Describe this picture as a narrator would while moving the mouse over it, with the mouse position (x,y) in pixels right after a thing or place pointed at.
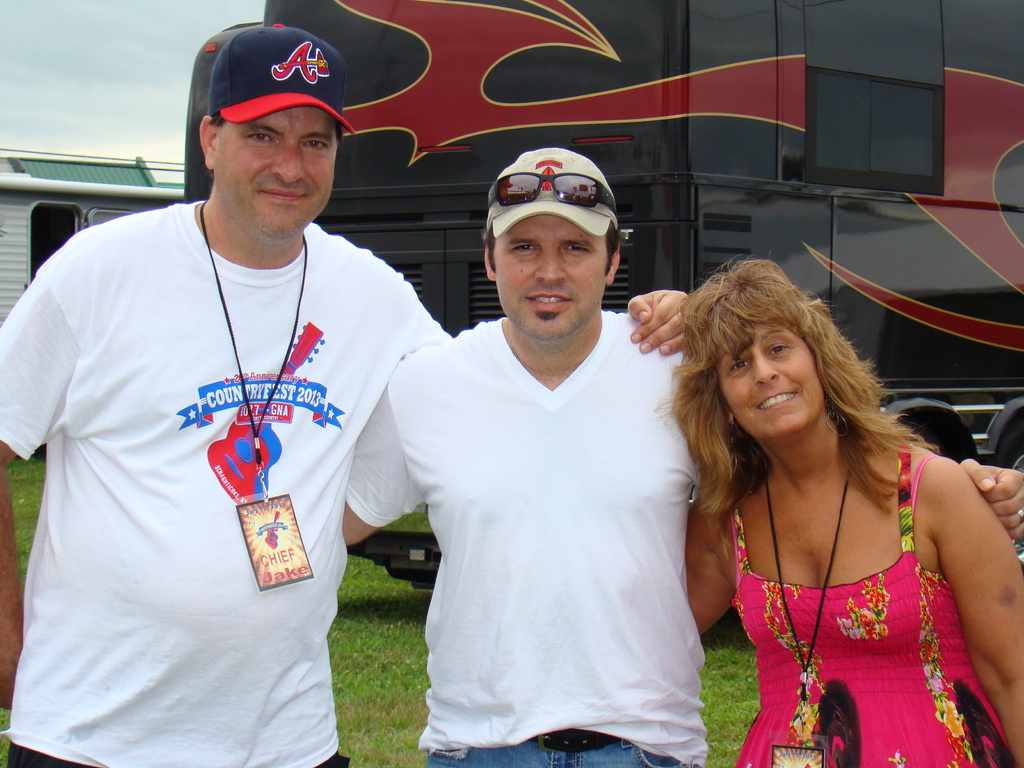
In this image there are three persons (480,378) standing, there are two persons (220,471) wearing id cards (275,522), there is a vehicle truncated towards the right of the image (712,50), there is grass (415,643), there is an object (106,195) truncated towards the left of the image (15,211), there is the sky (63,57), there is a person (755,391) truncated towards the right of the image (826,473), there is a person (178,311) truncated towards the left of the image (214,336).
